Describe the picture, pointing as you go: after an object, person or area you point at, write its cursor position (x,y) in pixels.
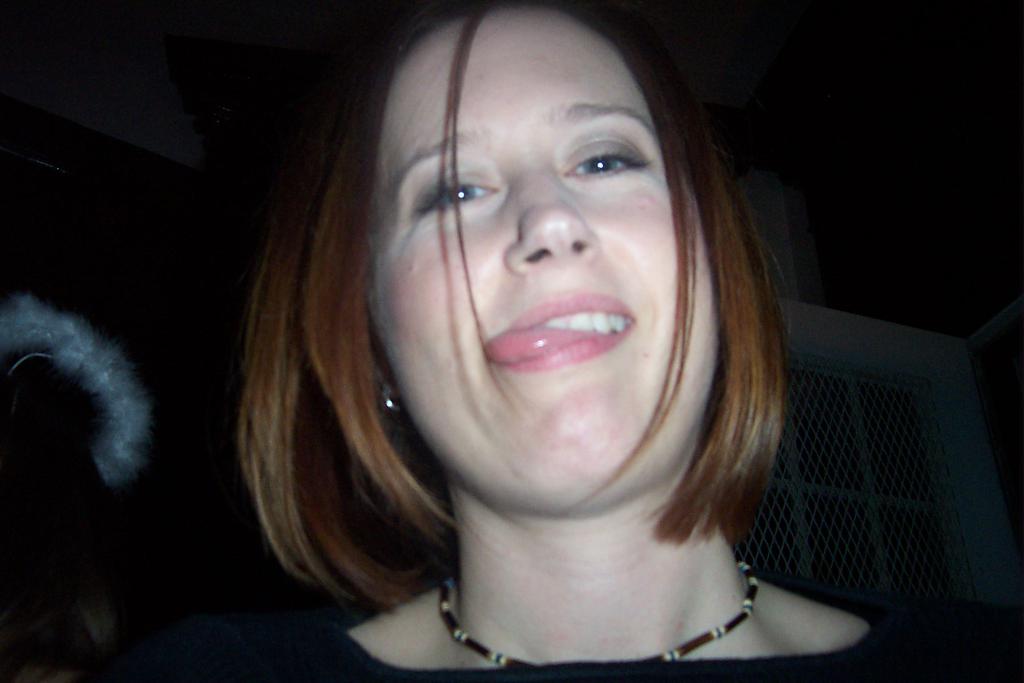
In front of the image there is a lady (593,522). Behind the lady (447,654) there is a mesh door (832,419). And there is a dark background (200,525).
